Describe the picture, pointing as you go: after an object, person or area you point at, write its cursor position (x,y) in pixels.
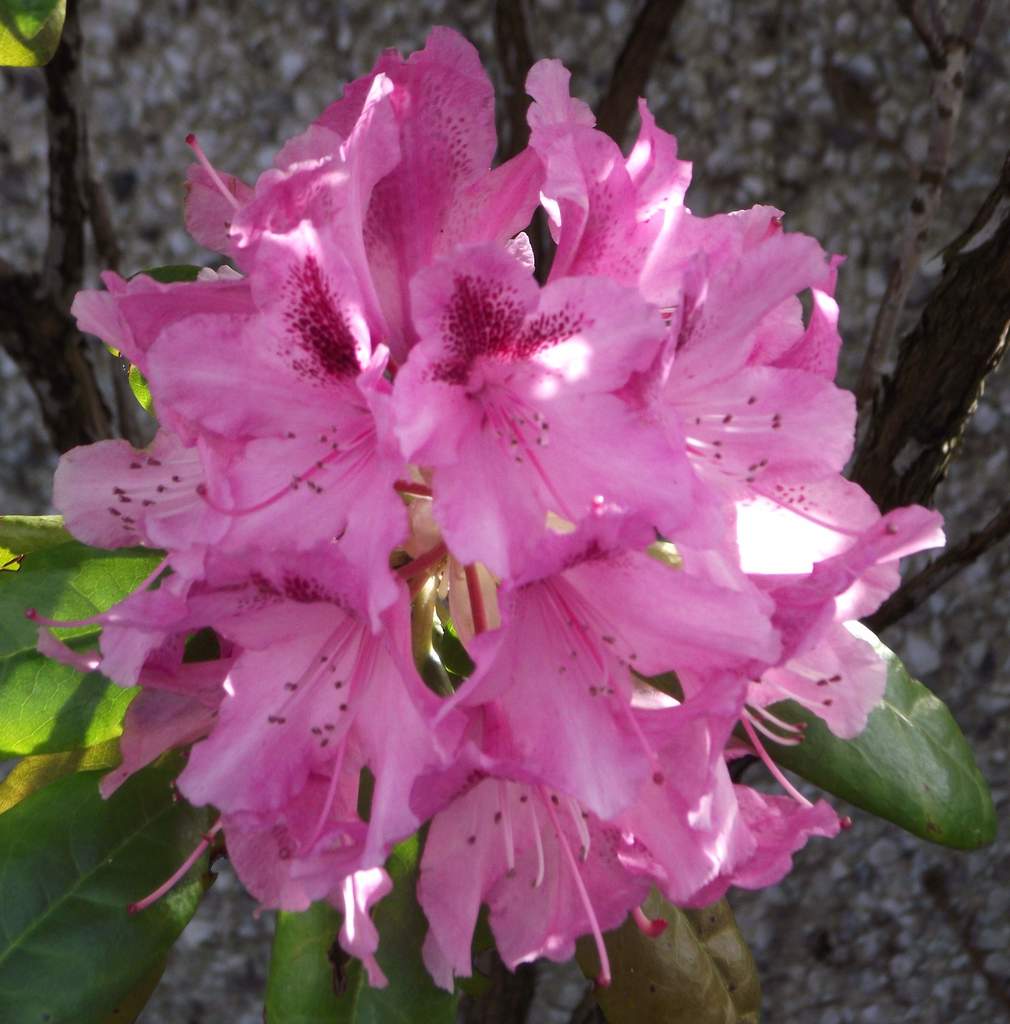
In the image we can see there are pink colour flowers (402,618) on the plant (839,786) and background of the image (677,57) is blurred.
